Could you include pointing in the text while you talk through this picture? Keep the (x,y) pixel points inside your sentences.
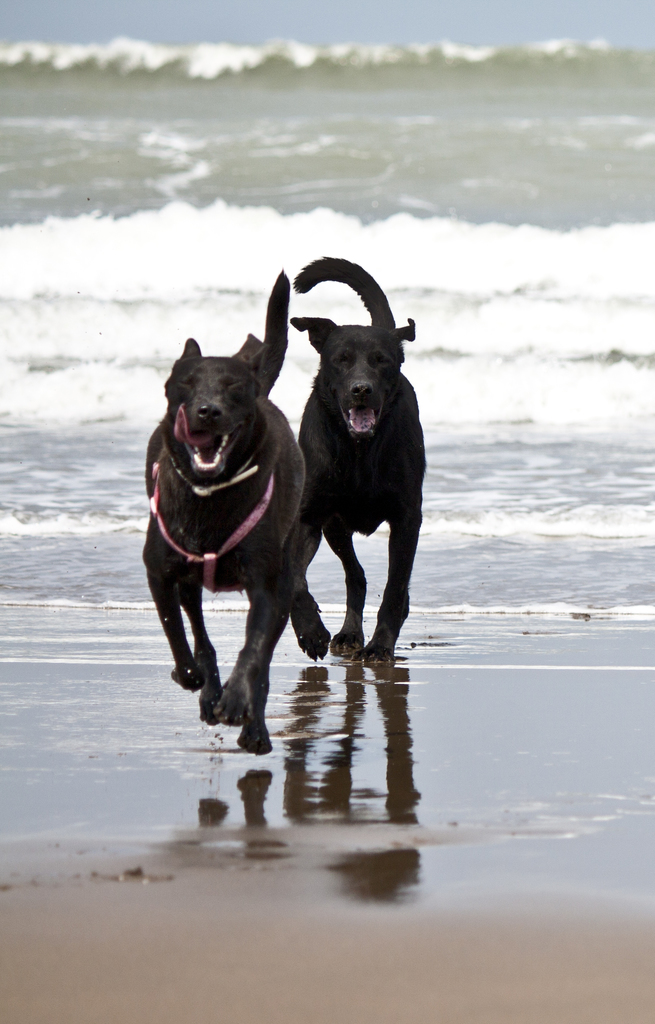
In this picture we can see two dogs (247,686), which are running in the beach area (459,703).
